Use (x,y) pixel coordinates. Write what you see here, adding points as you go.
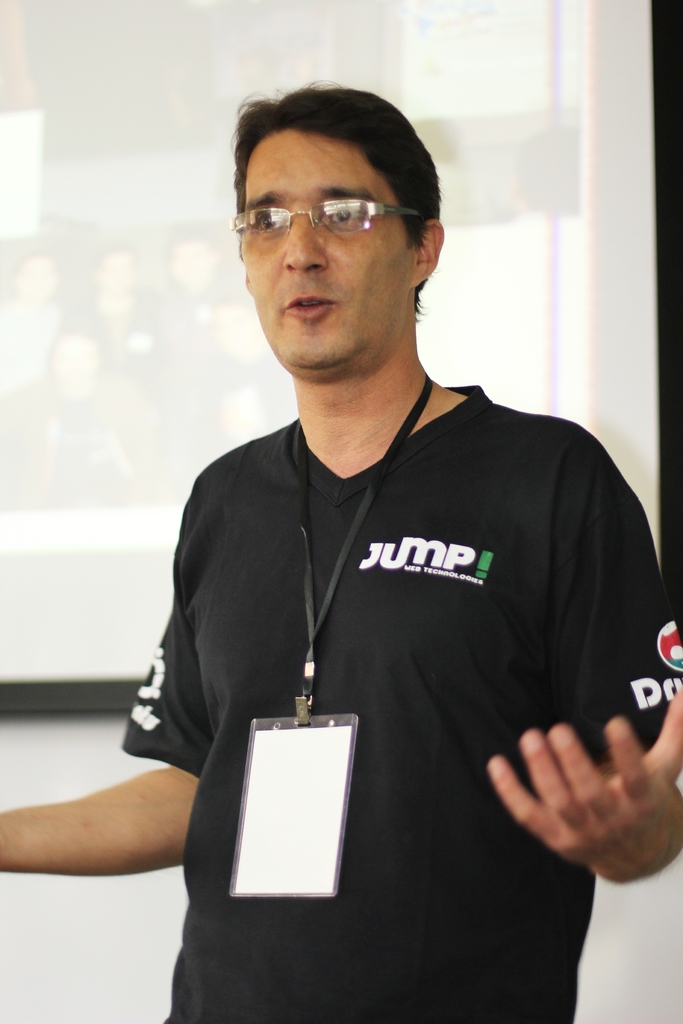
In this image I can see the person (347,576) wearing the black color dress (329,631) and an identification card (318,716). I can see the person (285,254) wearing the specs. In the background (18,598) I can see the screen (67,334) and the wall (20,747).
